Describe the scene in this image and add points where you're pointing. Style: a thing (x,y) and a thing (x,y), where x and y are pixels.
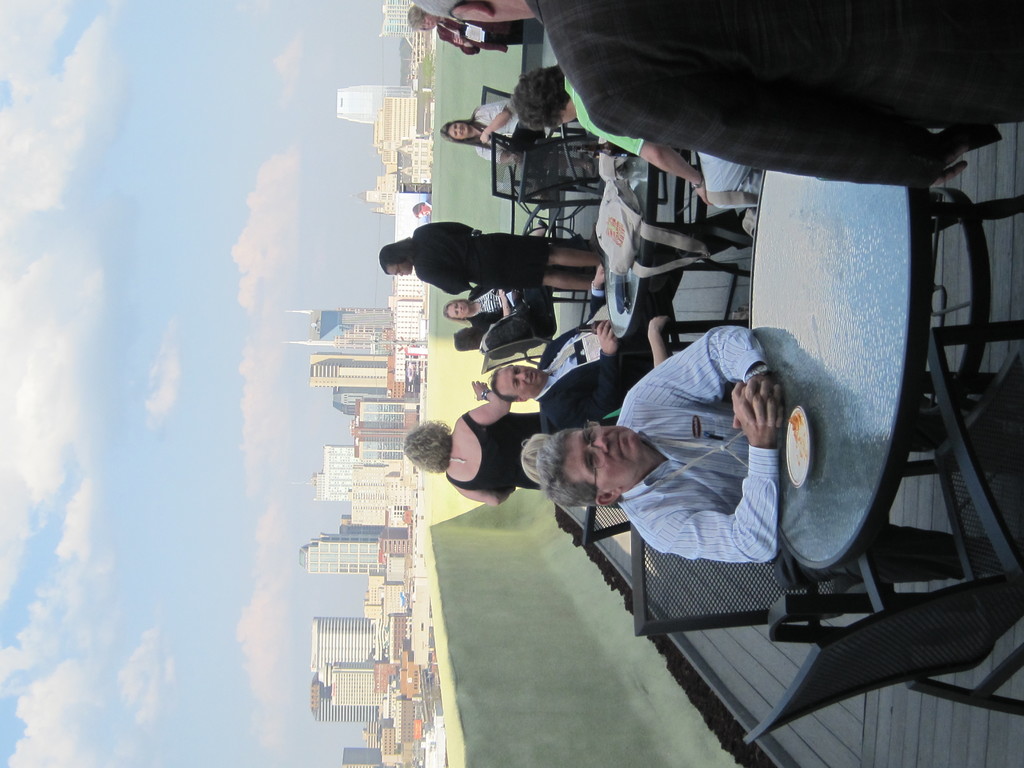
This picture describes about group of people (511,387), few are sitting on the chairs (524,336) and few are standing, in front of them we can see a plate (799,406) and a bag (631,259) on the tables (848,282), in the background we can see few buildings (357,510) and clouds (160,402).
